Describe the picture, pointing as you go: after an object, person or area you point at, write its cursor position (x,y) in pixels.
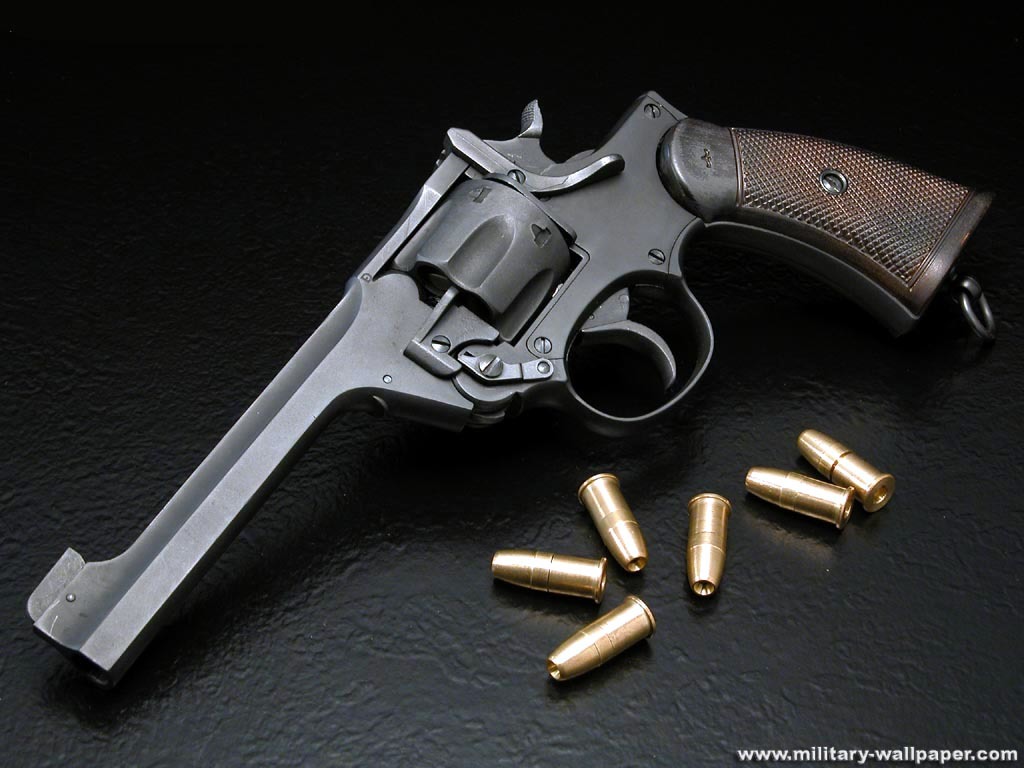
In the center of the image (454,314), we can see a gun (434,302) and some bullets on the table (282,645) and at the bottom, there is some text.
